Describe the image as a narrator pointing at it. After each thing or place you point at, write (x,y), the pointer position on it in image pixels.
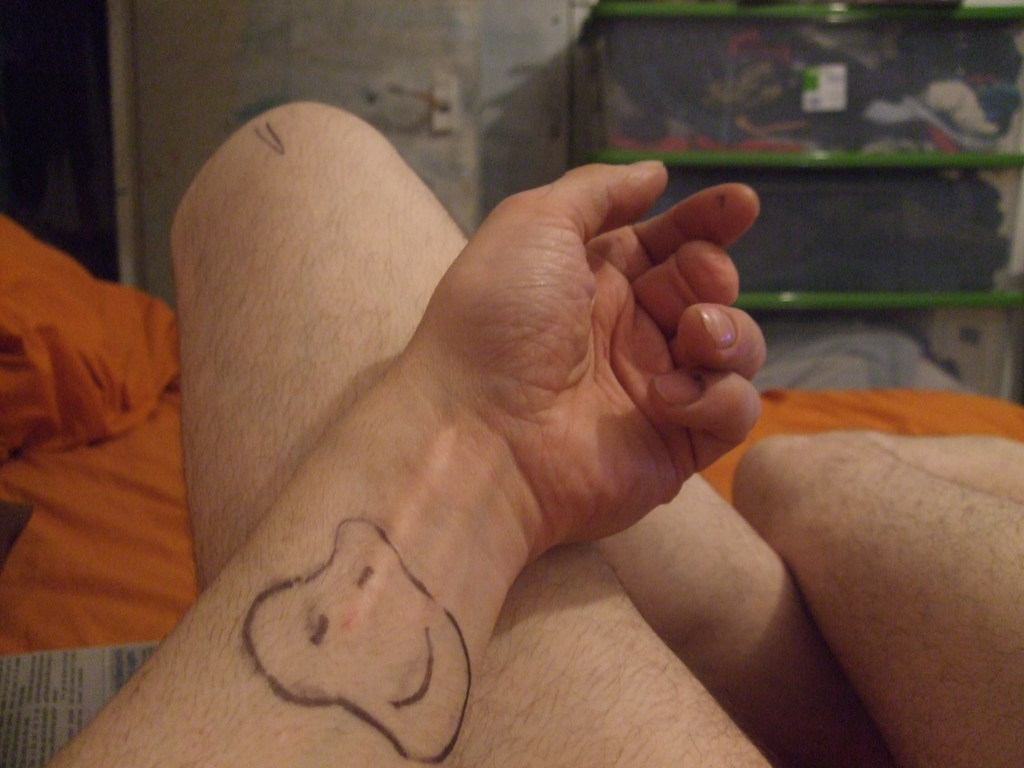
In this image at the bottom (395,585) there is one person (570,588) and there are some blankets (87,531) and news paper (74,698), in the background (869,227) there is one box (632,68) and a wall (338,89).
